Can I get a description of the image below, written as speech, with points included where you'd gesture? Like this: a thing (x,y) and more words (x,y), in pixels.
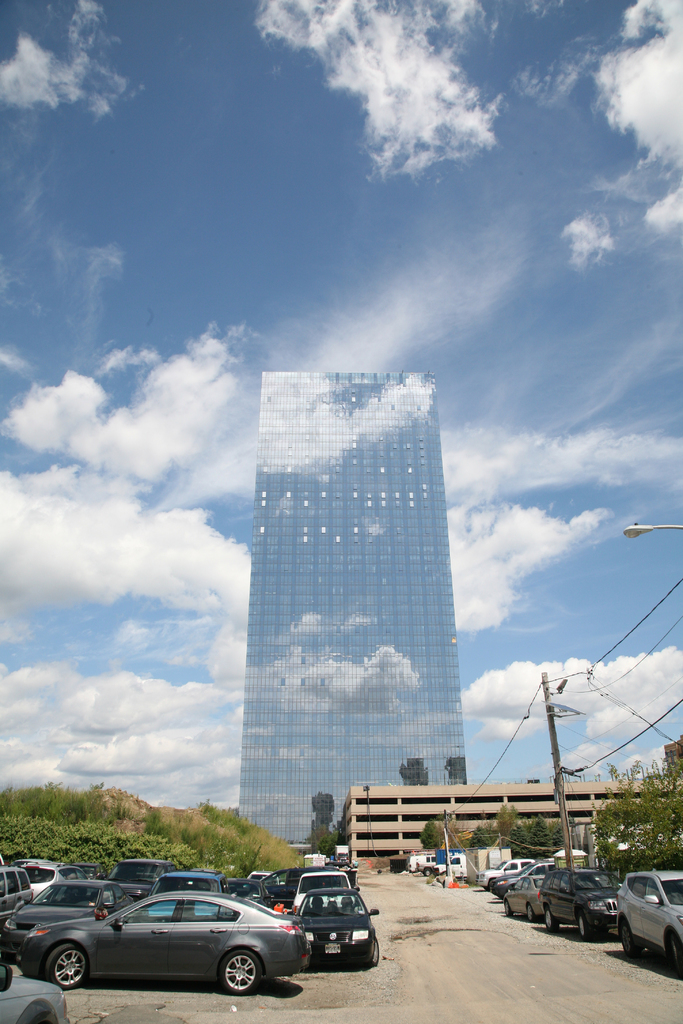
In this image there are cars (211,942), trees (165,840), electric poles (556,736) with cables (609,686) on it, lamp posts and buildings (342,664), at the top of the image (299,168) there are clouds (225,447) in the sky (187,486).
